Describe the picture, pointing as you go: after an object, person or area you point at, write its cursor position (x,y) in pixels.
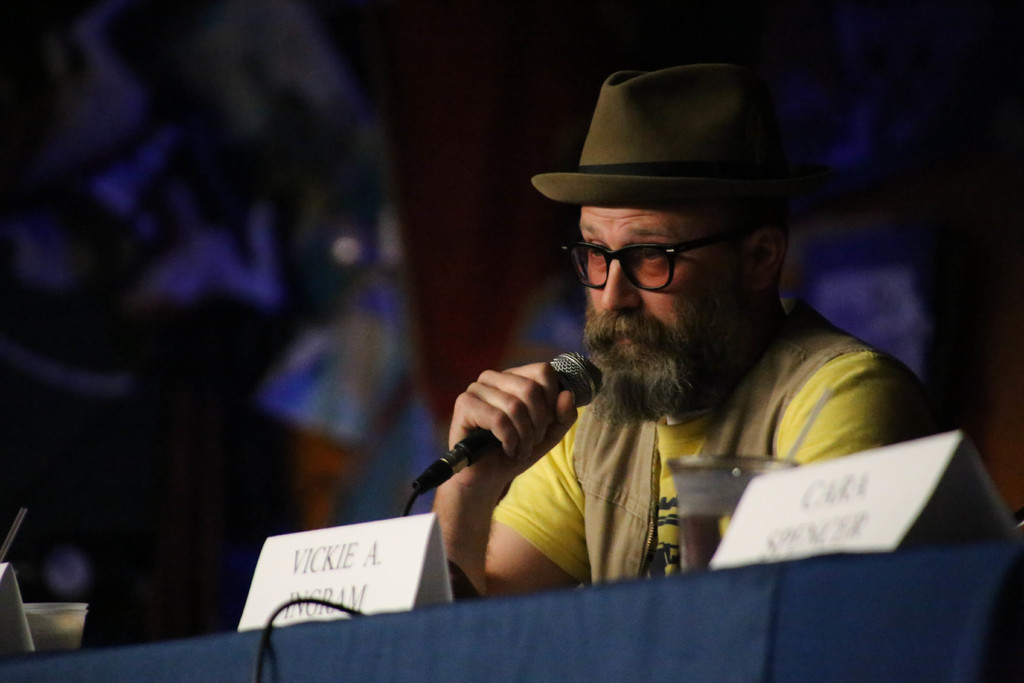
In this picture I can see there is a man (715,437) sitting and he is wearing a yellow color shirt (701,443), glasses (659,271) and a cap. He has mustache (623,329) and beard (646,374), he is looking at left side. The backdrop (853,226) is blurred. There are few name boards (366,574) on the table (604,582) in front of the man (614,343).
